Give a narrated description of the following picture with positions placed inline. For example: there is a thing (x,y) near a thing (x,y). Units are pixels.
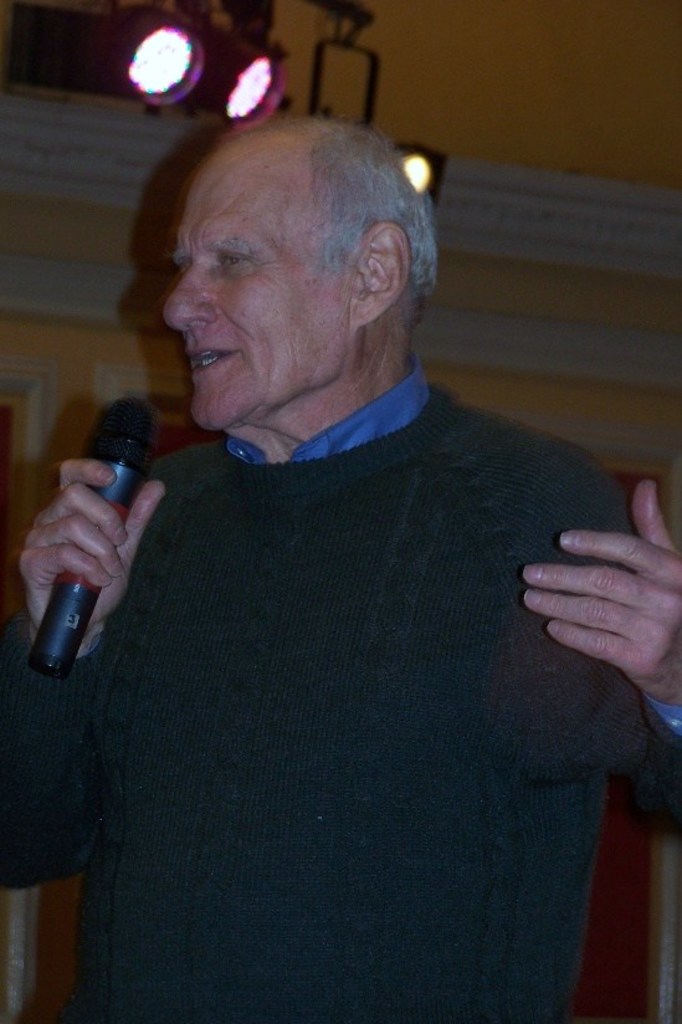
in the picture a person (243,580) is singing a song by holding a microphone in his hand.
